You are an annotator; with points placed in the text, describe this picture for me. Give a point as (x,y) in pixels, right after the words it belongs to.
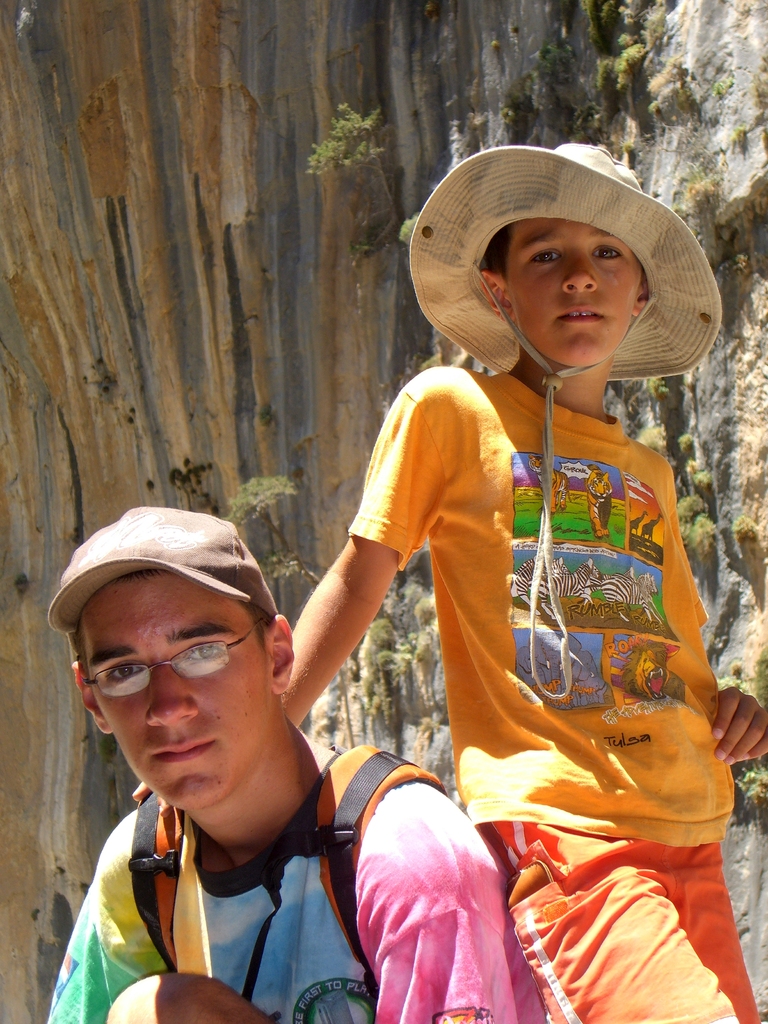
In this image, we can see people (296,745) and are wearing caps (188,543), one of them is wearing glasses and a bag (158,828). In the background (377,185), there is a rock (259,163) and plants (360,128).
